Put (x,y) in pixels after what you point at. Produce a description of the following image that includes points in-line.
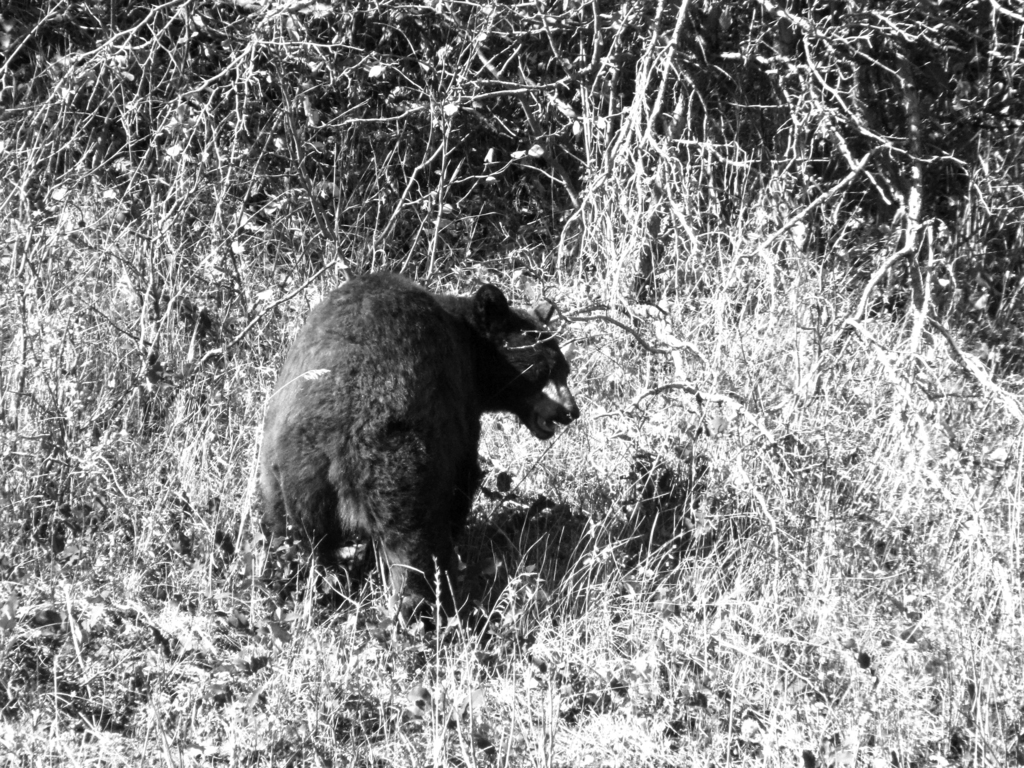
In this black and white image, we can see some plants (578,232). There is a bear (384,344) in the middle of the image (418,383).
